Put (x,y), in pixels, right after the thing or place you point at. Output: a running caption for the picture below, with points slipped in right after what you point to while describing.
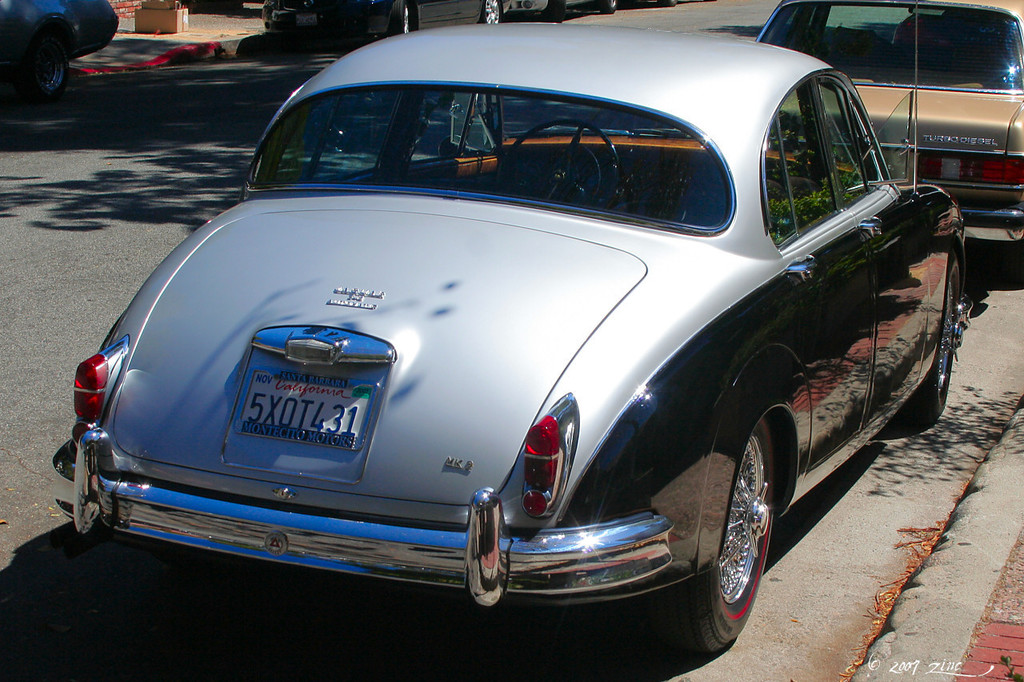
In this picture we can observe a car (643,403) which is in black and silver color on the road (449,625). We can observe some cars (71,19) parked on the road (209,118). On the right side (895,668) there is a white color watermark (934,670) in this picture.
